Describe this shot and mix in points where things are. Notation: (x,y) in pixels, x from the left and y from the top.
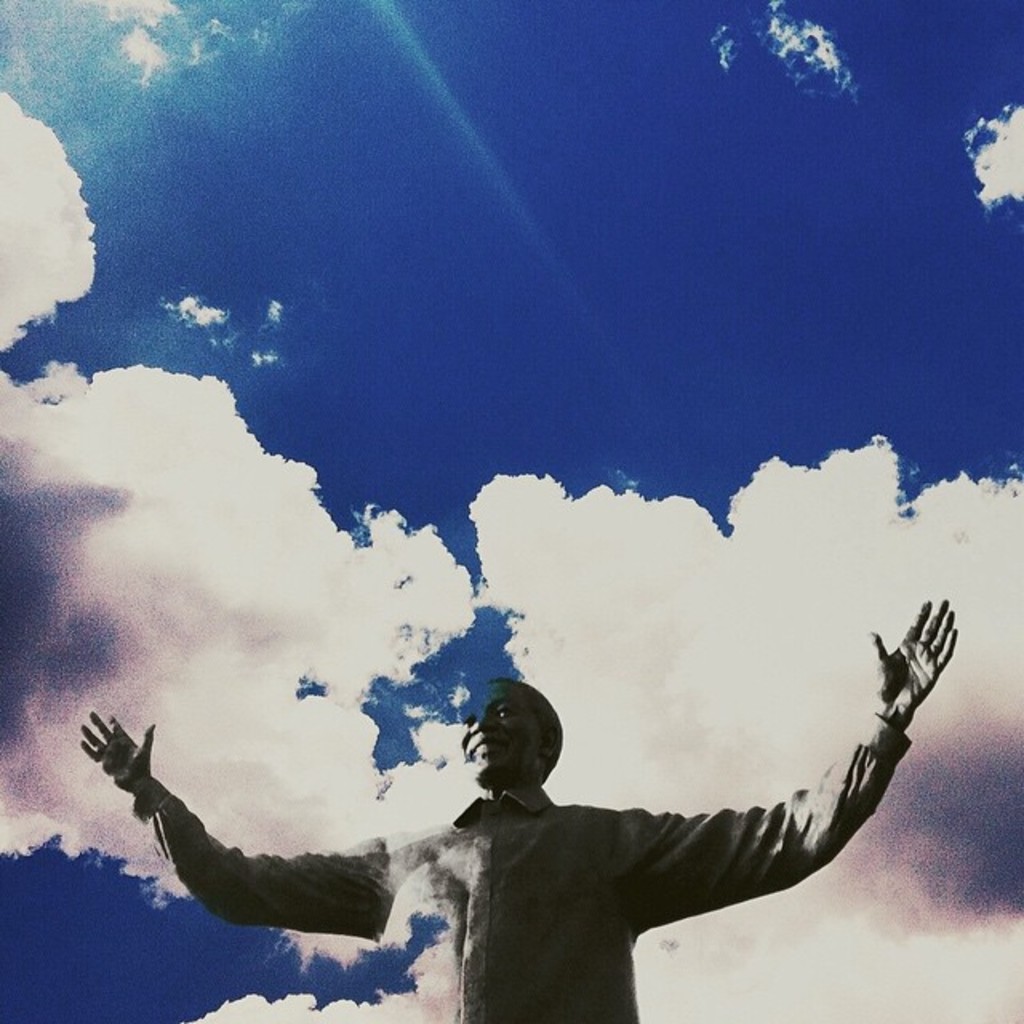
This is an edited image. In this image I can see the person (520,928) with the dress (601,846). In the background (399,592) I can see the clouds (372,591) and the sky (416,110).
